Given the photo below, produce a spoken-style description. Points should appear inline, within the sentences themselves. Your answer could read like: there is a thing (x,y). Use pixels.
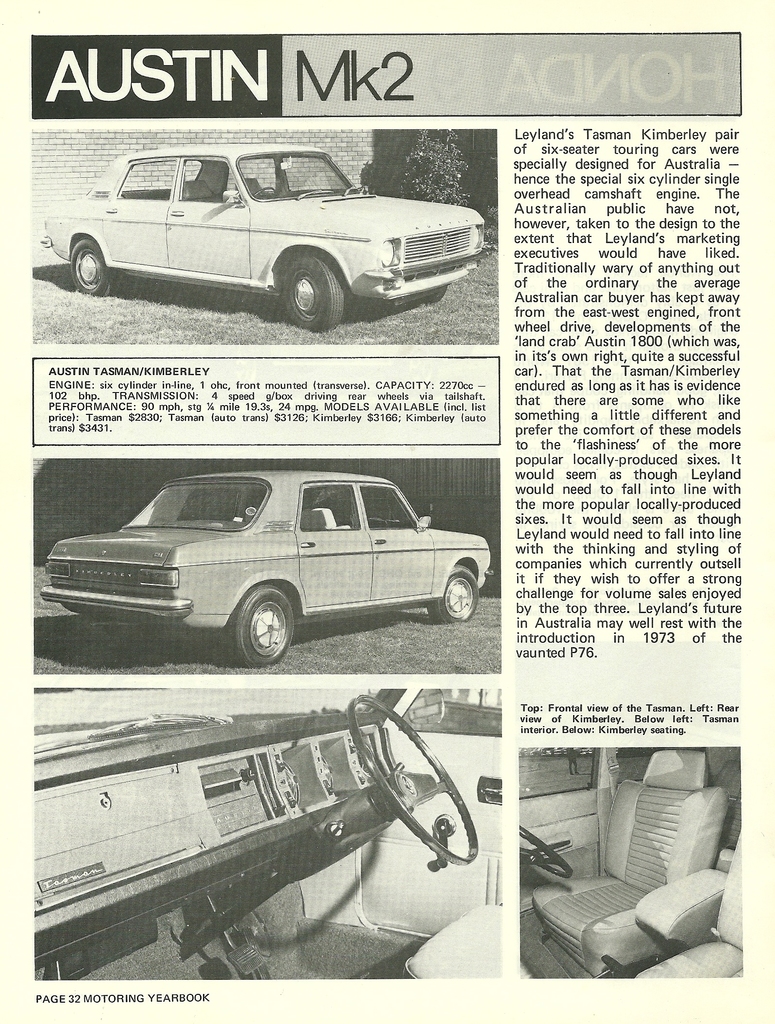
This picture shows a paper cutting (154,242) and we see few cars (388,560) and its interior pictures (462,871) and we see text (596,511) on it.
